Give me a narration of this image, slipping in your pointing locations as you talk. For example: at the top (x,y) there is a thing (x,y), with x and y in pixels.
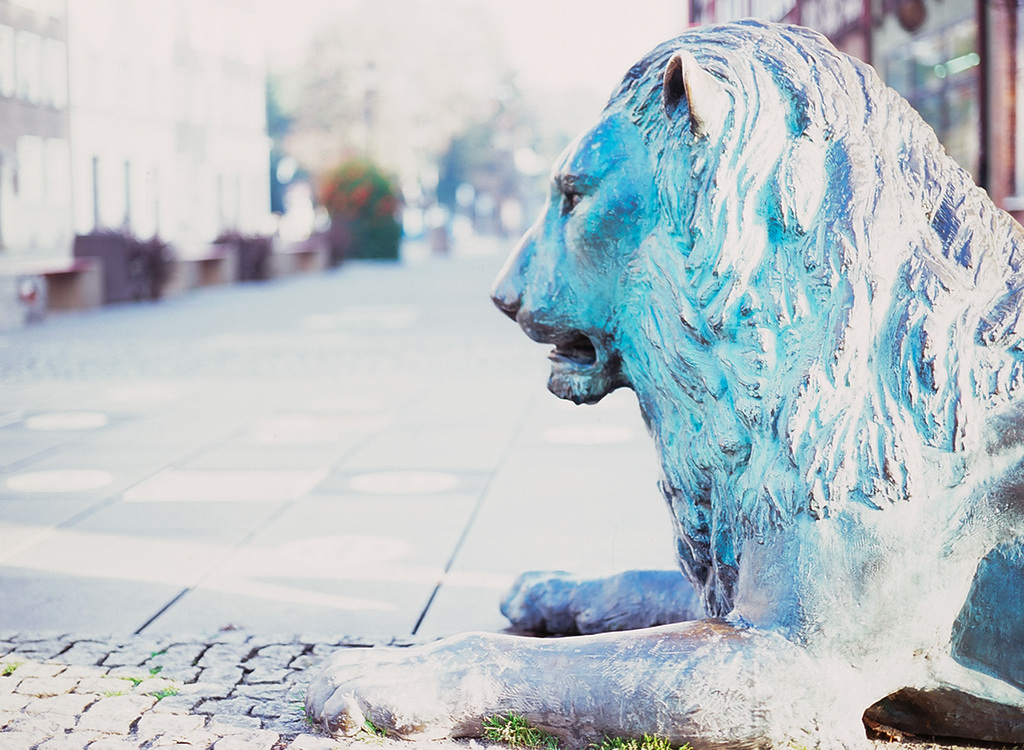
In this picture I can see a lion sculpture (712,294) in front of the road (441,430), side we can see some potted plants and some buildings (23,246).
